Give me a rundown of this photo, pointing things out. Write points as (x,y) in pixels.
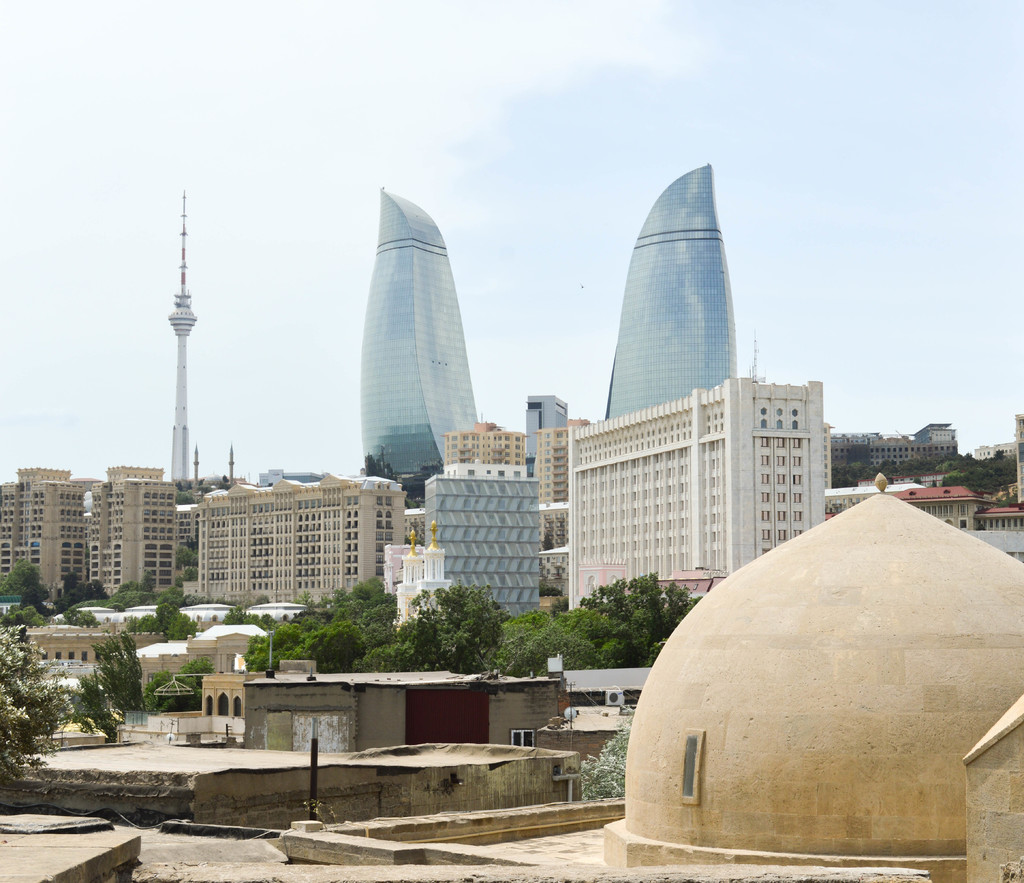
In this picture we can see buildings (193,513), trees (36,622) and a tower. At the top of the image (386,106), there is the sky (384,78). On the right side of the image (721,752), there is a dome structure (718,729).
